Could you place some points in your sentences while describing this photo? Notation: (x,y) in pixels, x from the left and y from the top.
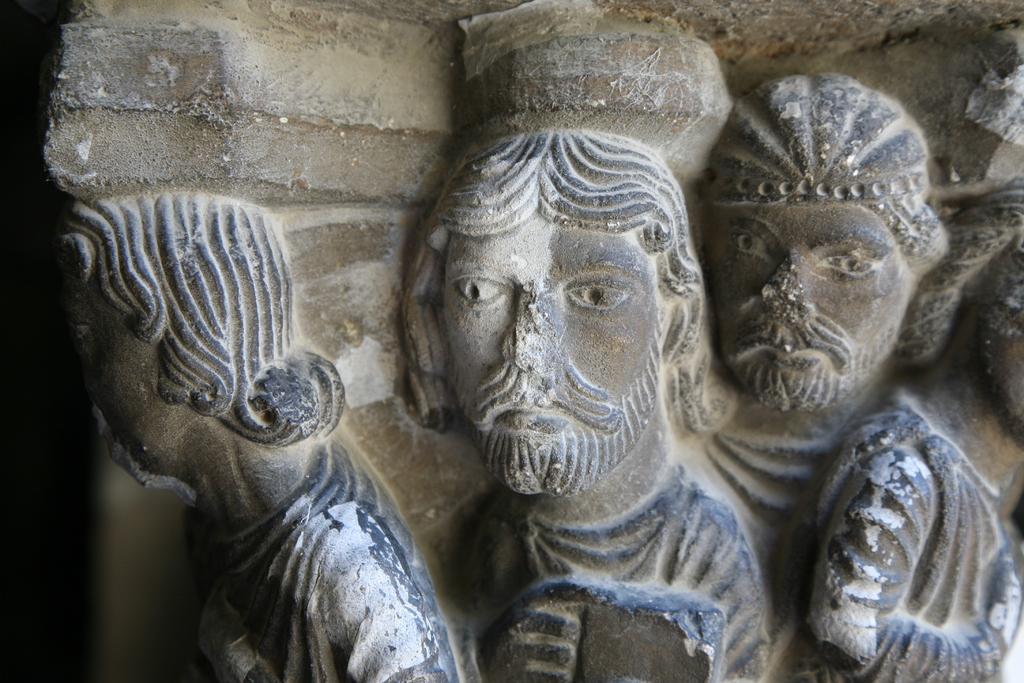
In this Image I can see a carving (299,266) which is damaged and broken.
